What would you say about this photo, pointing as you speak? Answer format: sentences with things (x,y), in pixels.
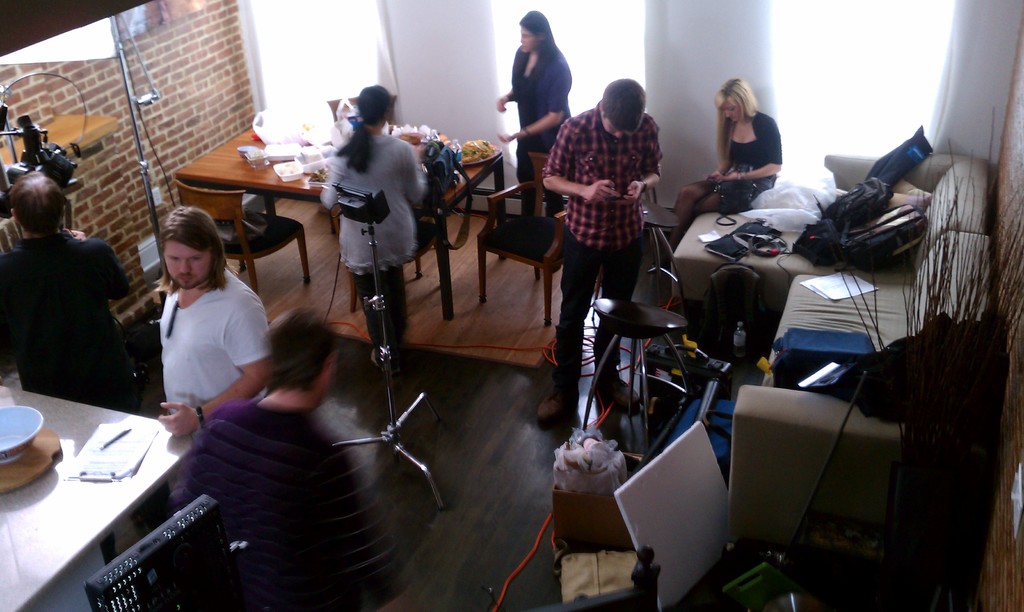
To the right side of the image (844,305) there is a sofa (882,332) in which a woman (749,139) sitting on that, she is wearing a black color dress (758,158) in front of her there is a man (619,177) he is wearing a check shirt (612,214) and a trouser (578,323). On the left side (186,344) there are two persons (189,313) in which one man (227,340) is wearing a white shirt (216,360) and another man (88,303) he is wearing a t shirt (76,284) and in the left side (232,145) there is a table (279,160) in front of that table (271,174) there is a chair (263,234) and a woman (374,173) standing there. In the middle of the picture (372,233) there is a stand (387,360).
